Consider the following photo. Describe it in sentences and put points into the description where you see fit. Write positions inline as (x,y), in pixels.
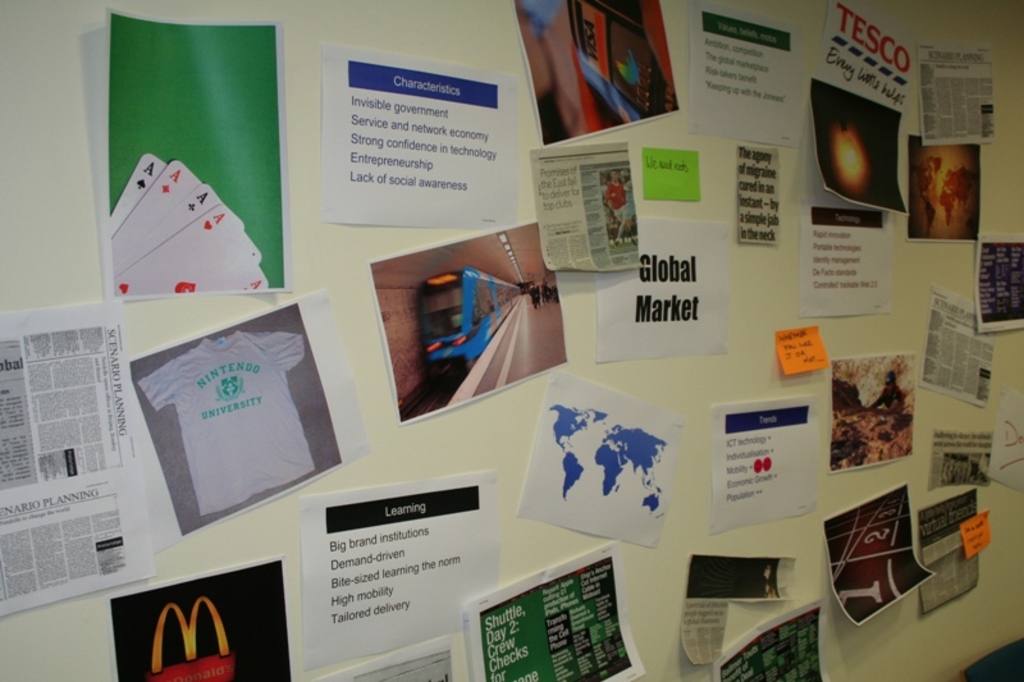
In this image in the center (643,422) there are posters (434,273) with some text (799,345) written on it.
